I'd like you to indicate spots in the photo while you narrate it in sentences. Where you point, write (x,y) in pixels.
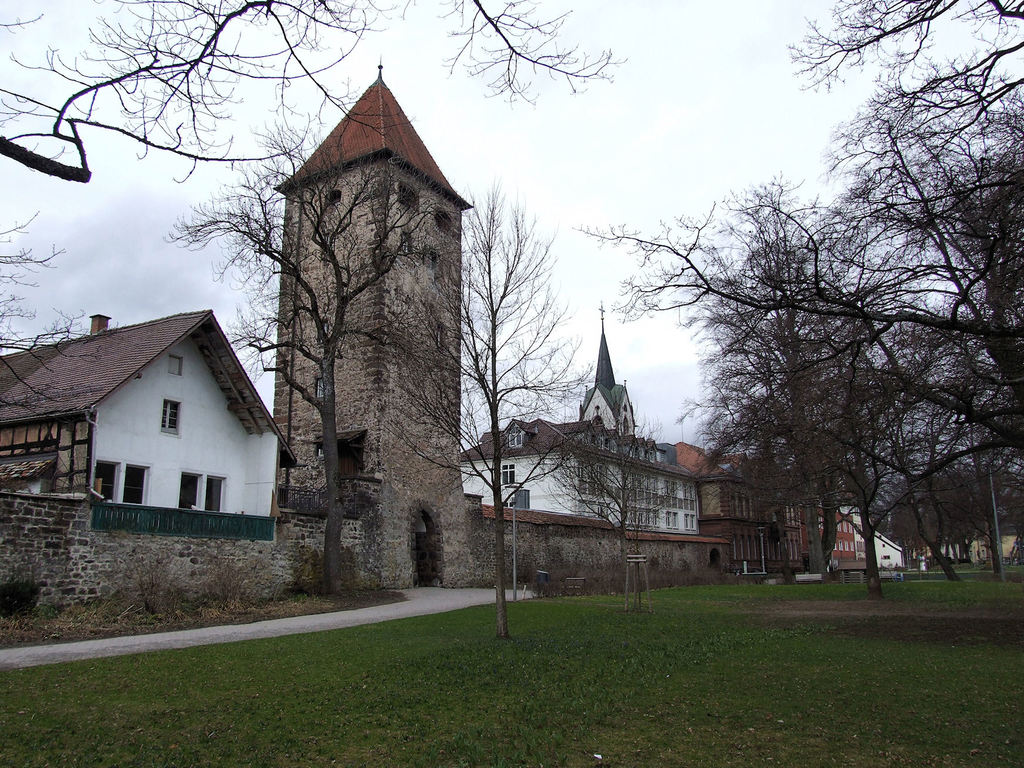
In this image, in the middle (418,437) there are trees (599,451), houses (568,434), wall (279,586), tower (392,417), road (262,628), grass (554,615). At the top (657,185) there are sky (639,196) and clouds (144,221).
